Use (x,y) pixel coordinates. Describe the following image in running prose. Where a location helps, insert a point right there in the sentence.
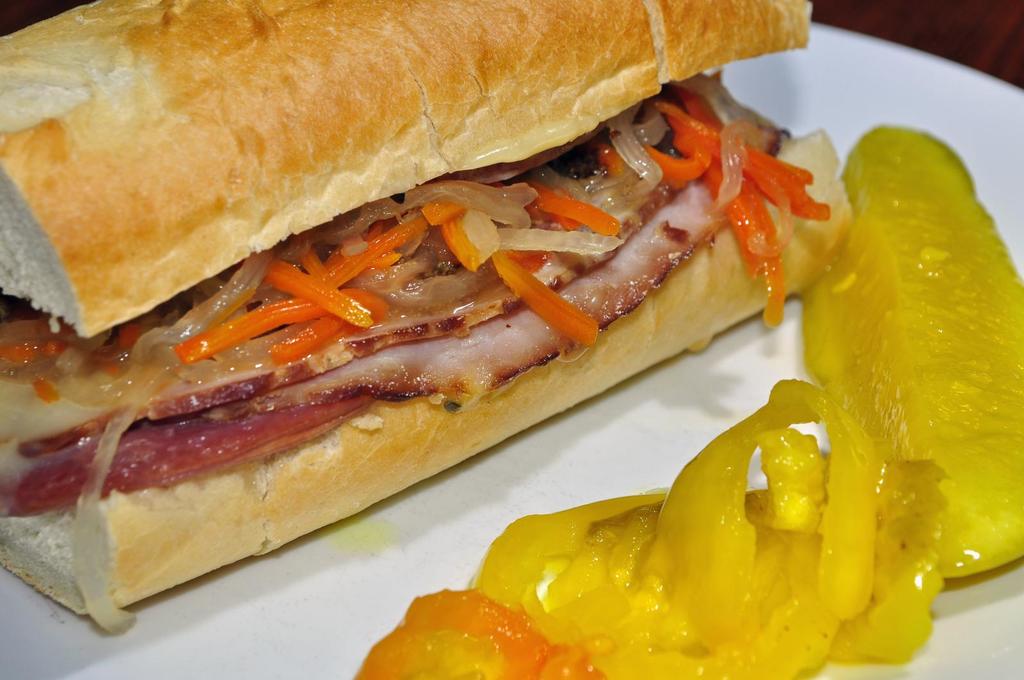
In this picture I can see the white plate (750,80) in front (917,110), on which I can see food (10,105) which is of brown, yellow, cream, red and orange color.
